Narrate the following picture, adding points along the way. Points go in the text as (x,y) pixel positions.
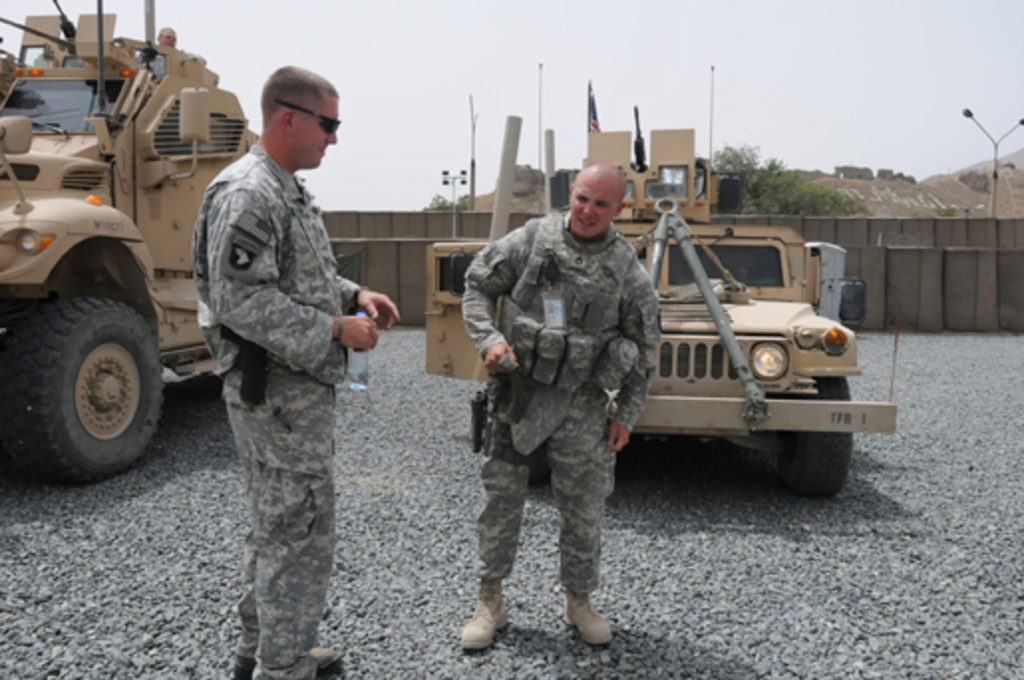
This is an outside view. Here I can see two men (582,255) are wearing uniform (293,342) and standing on the road (456,640). At the back (700,332) I can see two vehicles (109,143) and there is a person (165,40) on the top of the vehicle (155,54) which is on the left side (67,281). In the background (927,269) there is a wall (933,261), trees (799,191) and a pole (996,180). On the top of the image (831,43) I can see the sky (805,61).
